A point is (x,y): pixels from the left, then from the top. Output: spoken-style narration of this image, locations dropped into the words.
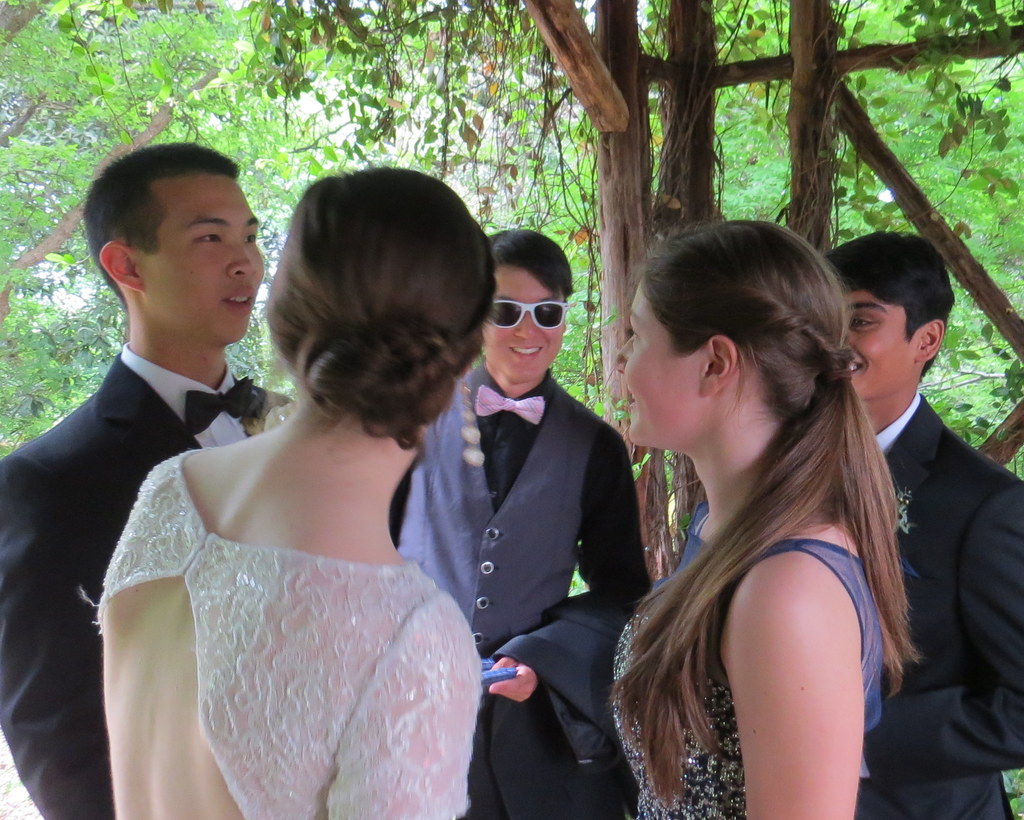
In this image I can see five persons (256,464) are standing and I can see all of them are wearing formal dress (579,493). I can also see smile on few faces (518,359). I can also see one man (577,490) is wearing a shades (565,310) and I can see he is holding a blue colour thing (515,673). In the background (500,204) I can see number of trees (47,164) and the sky (389,110).
